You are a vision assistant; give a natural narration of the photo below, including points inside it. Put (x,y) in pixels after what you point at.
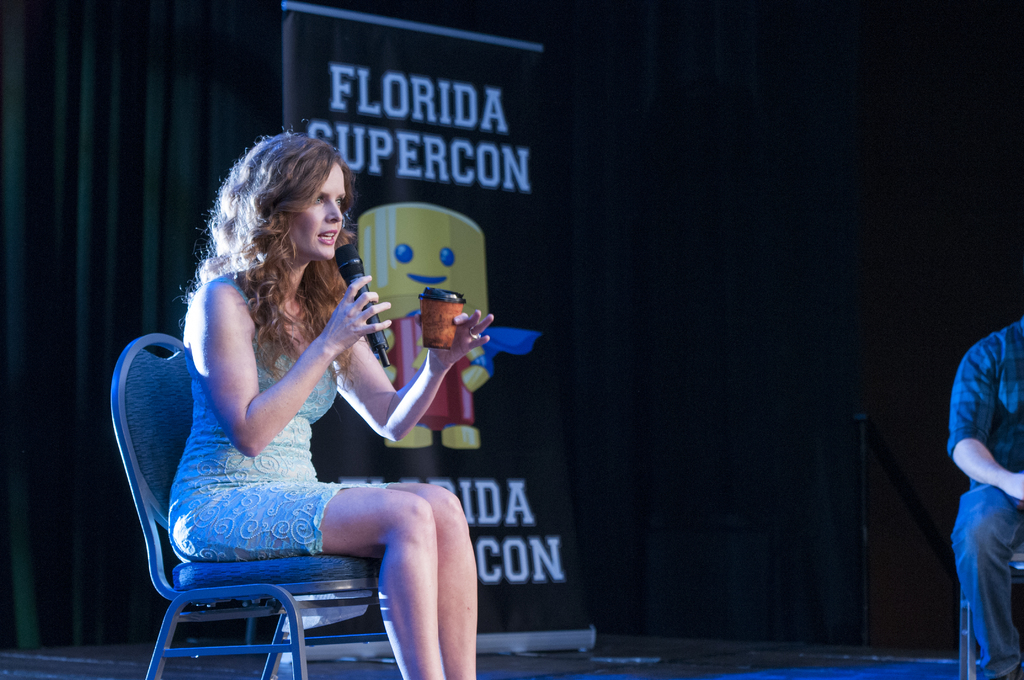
A woman (223,190) is sitting in a chair (248,582). She is speaking with mic (384,352) in her hand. There is a cup (437,318) in other hand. There is a flex banner (362,197) title "Florida supercon".
